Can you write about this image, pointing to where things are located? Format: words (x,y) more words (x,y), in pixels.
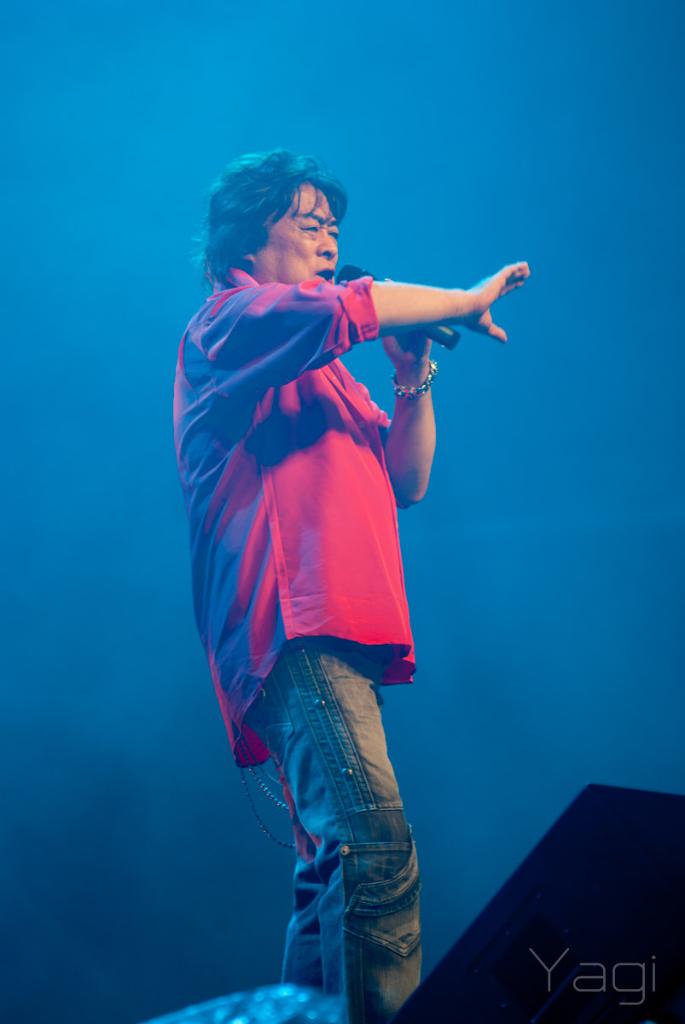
In this image there is a man (303,698) wearing a red color shirt (371,501) and holding mike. There is a blue color background (479,373).
